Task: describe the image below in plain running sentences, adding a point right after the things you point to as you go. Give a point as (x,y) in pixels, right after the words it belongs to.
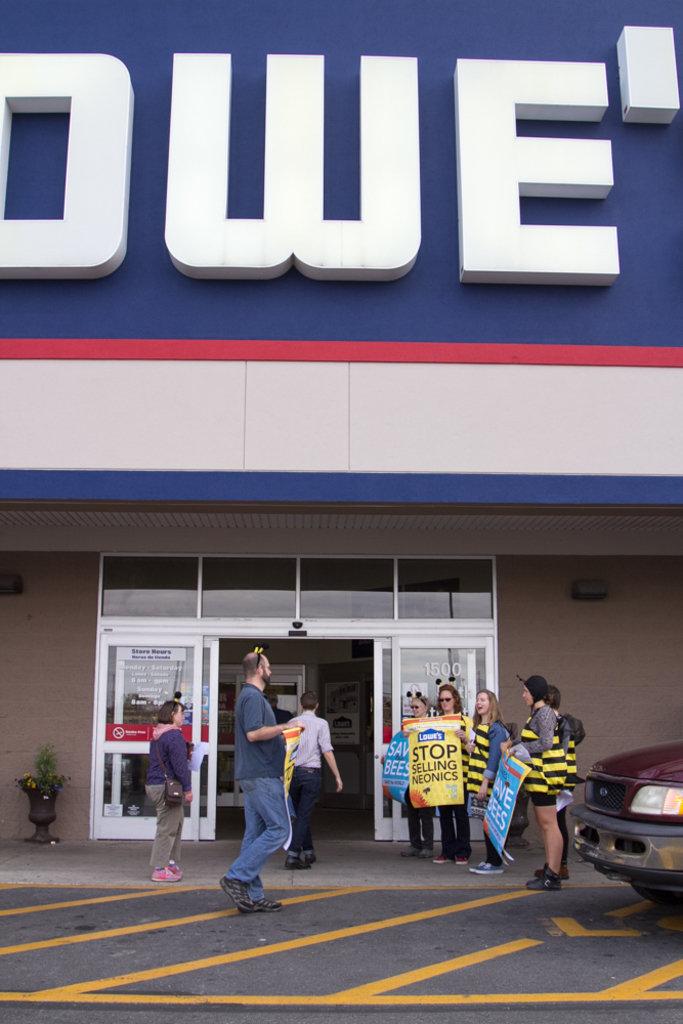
In this picture we can see people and a vehicle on the road (480,947) and few people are holding posters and in the background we can see a houseplant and a building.
